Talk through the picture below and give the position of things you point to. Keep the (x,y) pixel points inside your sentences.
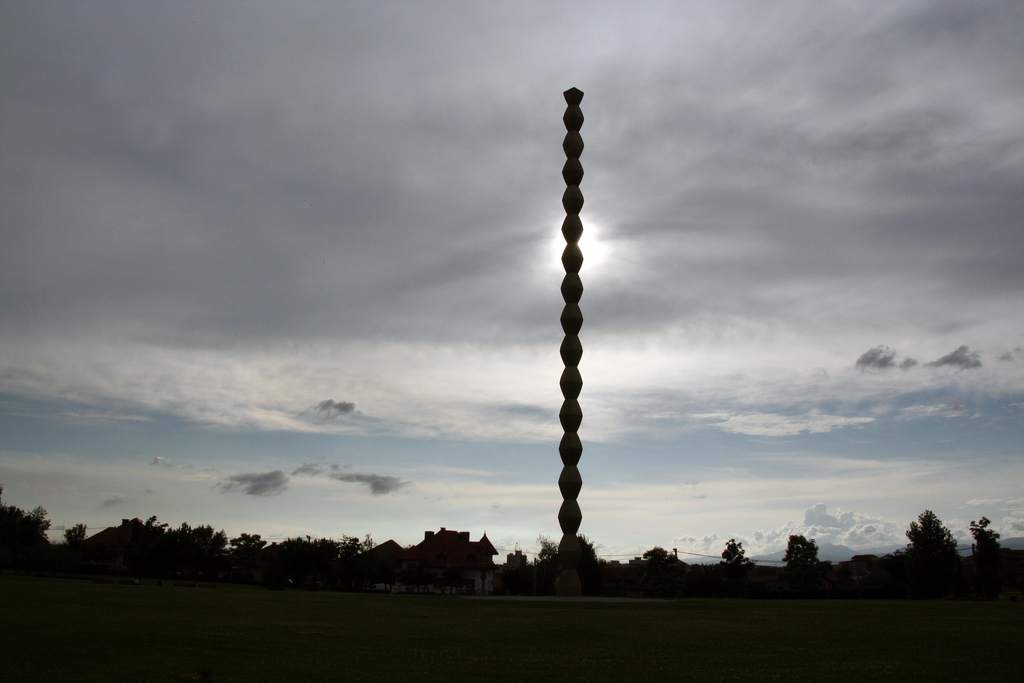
In this image I can see an open ground (358,610) in the front (352,665) and in the background (429,575) I can see number of trees (6,515), a house (396,550), clouds (449,473) and the sky (403,194). I can also see a pole (564,501) in the center of this image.
